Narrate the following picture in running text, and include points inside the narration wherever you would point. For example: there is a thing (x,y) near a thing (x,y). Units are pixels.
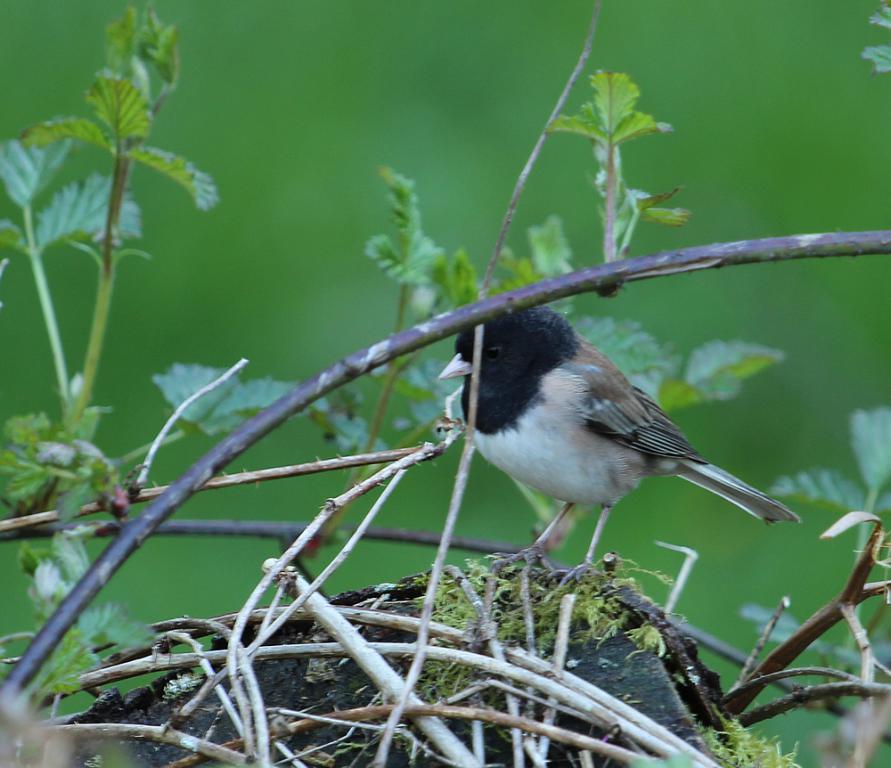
There is a bird (522,454) standing on the surface (533,578) and we can see stems (267,736) and green leaves (174,394). In the background (375,179) it is green color.
